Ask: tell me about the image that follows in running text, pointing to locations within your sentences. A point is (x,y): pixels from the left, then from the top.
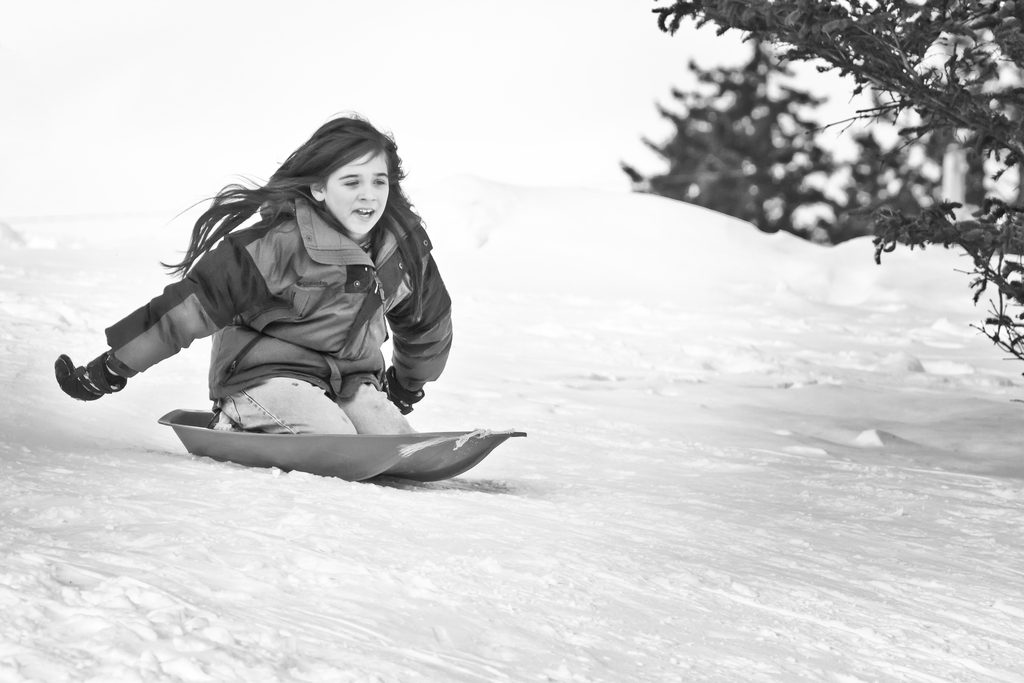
There is a girl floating on the snow (477,512) with snow rider (288,446) wearing a trekking costume (93,390).
